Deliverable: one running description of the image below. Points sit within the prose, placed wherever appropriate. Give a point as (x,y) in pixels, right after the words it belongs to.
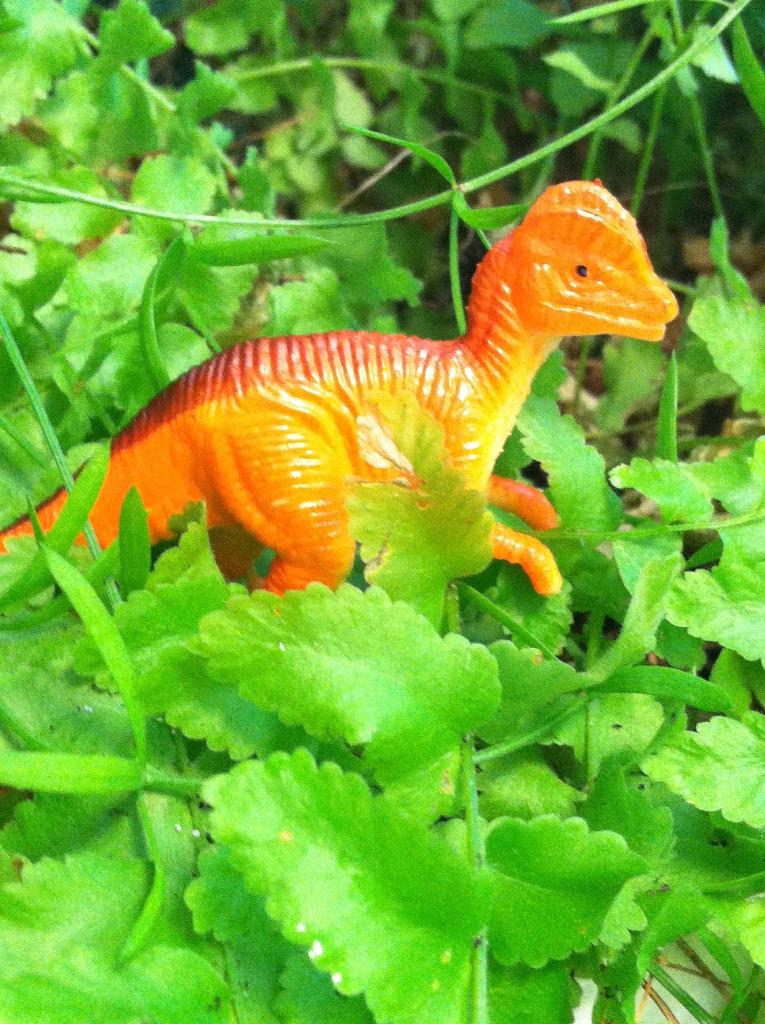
In this image we can see a toy dinosaur (427,379). In the background of the image (448,18) there are plants (469,536) and grass (71,775).
